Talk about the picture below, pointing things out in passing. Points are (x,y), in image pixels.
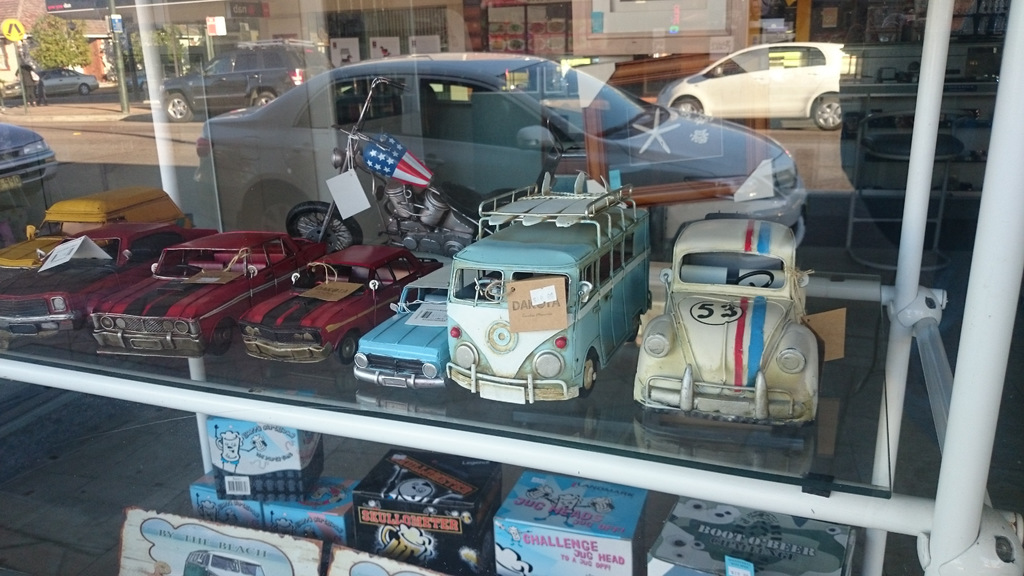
In this image there is a shelf (868,440) truncated, there are toys (624,303) on the shelf (687,424), there are boxes (404,526) truncated towards the bottom of the image (432,543), there is the road (128,141), there are vehicles (691,126) on the road (818,185), there are trees (63,40), there are poles (120,81), there are boards (12,23), there is a vehicle (31,156) truncated towards the left of the image (23,169), there is wall (345,24) truncated towards the top of the image (419,28), there are objects (511,16) on the wall (284,22).
